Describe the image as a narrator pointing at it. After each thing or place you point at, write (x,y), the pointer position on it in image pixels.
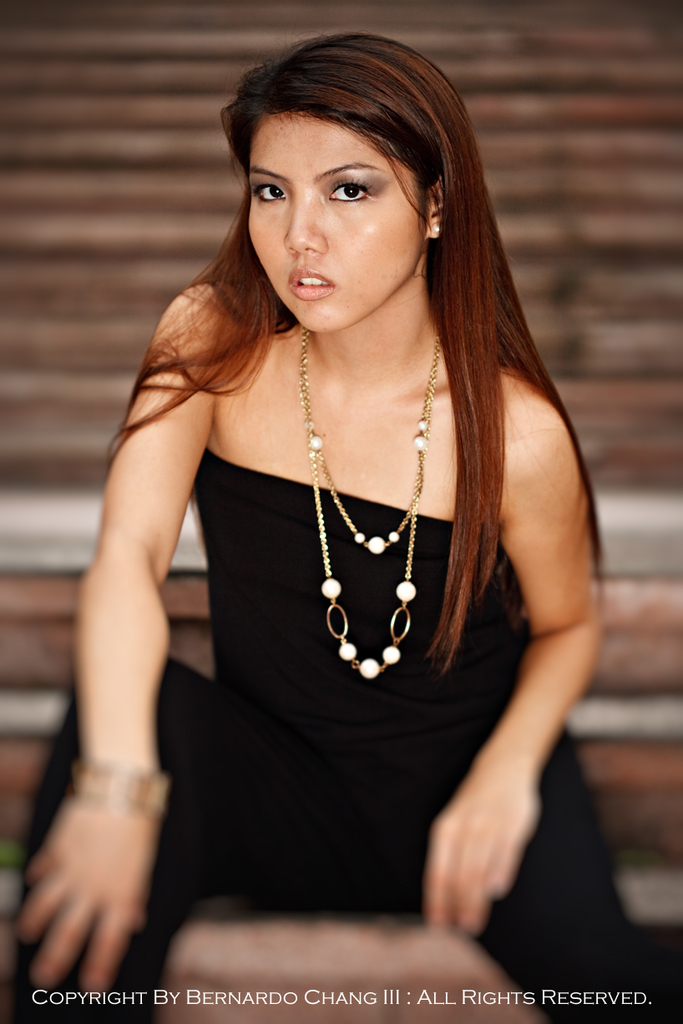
In this image I see a woman (375,526) who is wearing black dress (331,637) and I see that she is wearing necklace (430,395) on her neck (417,292) and I see that it is blurred over here.
